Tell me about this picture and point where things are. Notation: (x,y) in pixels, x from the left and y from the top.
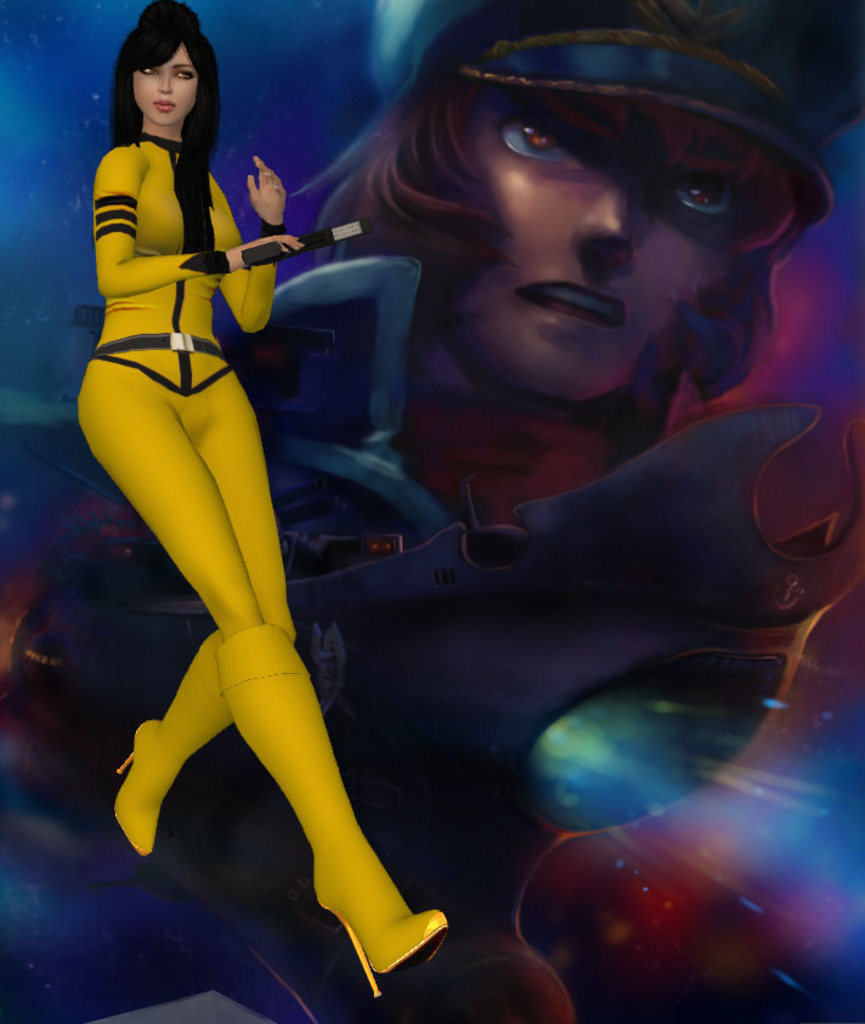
In this image we can see a woman (189,144). And this is an animated image. And in the background (559,308), we can see a poster (425,369).
